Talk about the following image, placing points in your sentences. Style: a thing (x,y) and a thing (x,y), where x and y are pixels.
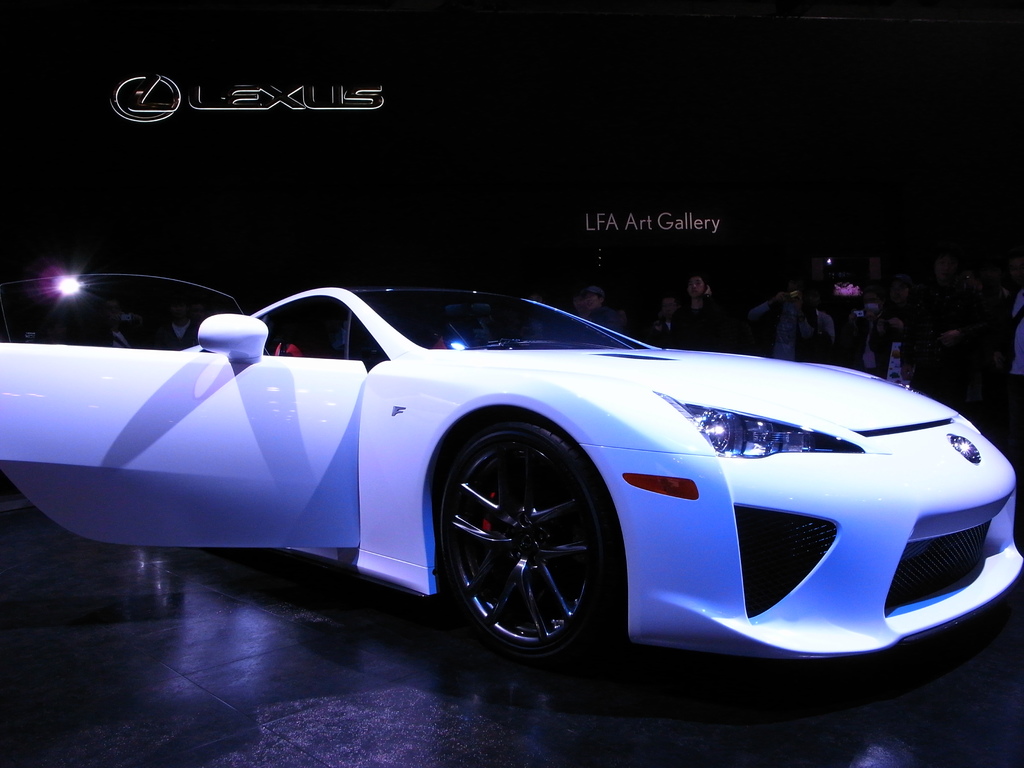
In the foreground of this image (708,569), there is a car (424,489) on the black surface (485,673) and in the background (958,303), there are persons (971,293) standing in the dark.
